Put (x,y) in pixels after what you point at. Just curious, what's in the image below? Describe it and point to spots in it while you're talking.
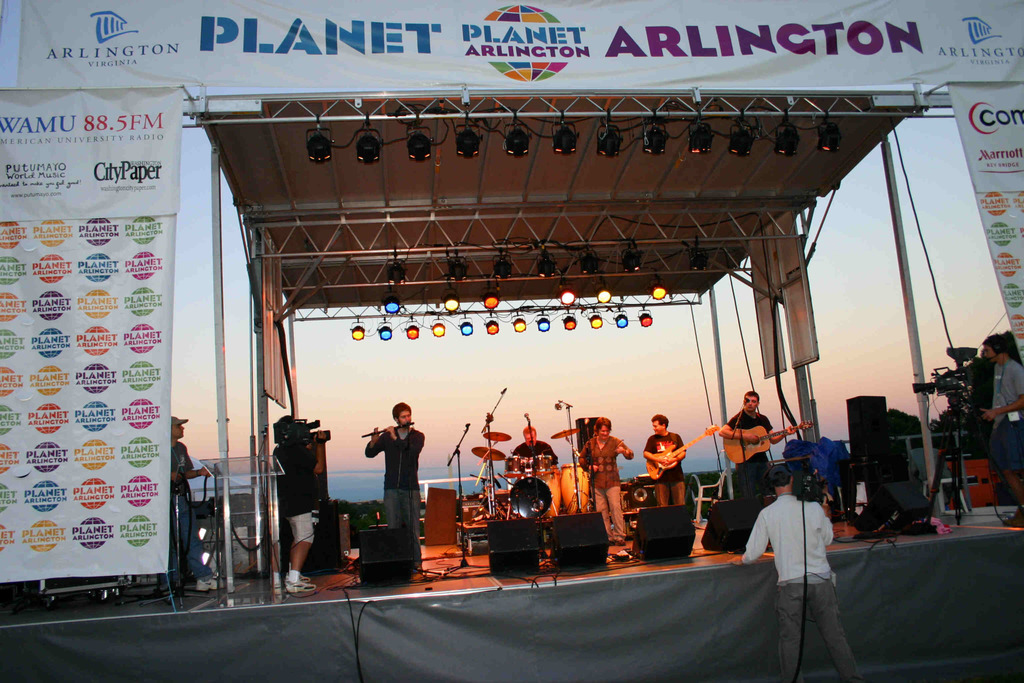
In this picture I can see many peoples (301,448) who are standing on the stage (733,554) and some persons (397,418) are playing guitar (697,441), drum (536,468) and flute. On the left (296,549) there is a cameraman (312,500) who is holding a camera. In front of them I can see the mic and speakers (688,547). On the right (1014,492) there is a camera man (1012,375) who is standing near to the camera (938,388) and banner (1009,301). In the background (553,378) I can see the sky (563,395). At the bottom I can see some cables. On the left (109,146) I can see the banner (77,189) and posters (87,262).
